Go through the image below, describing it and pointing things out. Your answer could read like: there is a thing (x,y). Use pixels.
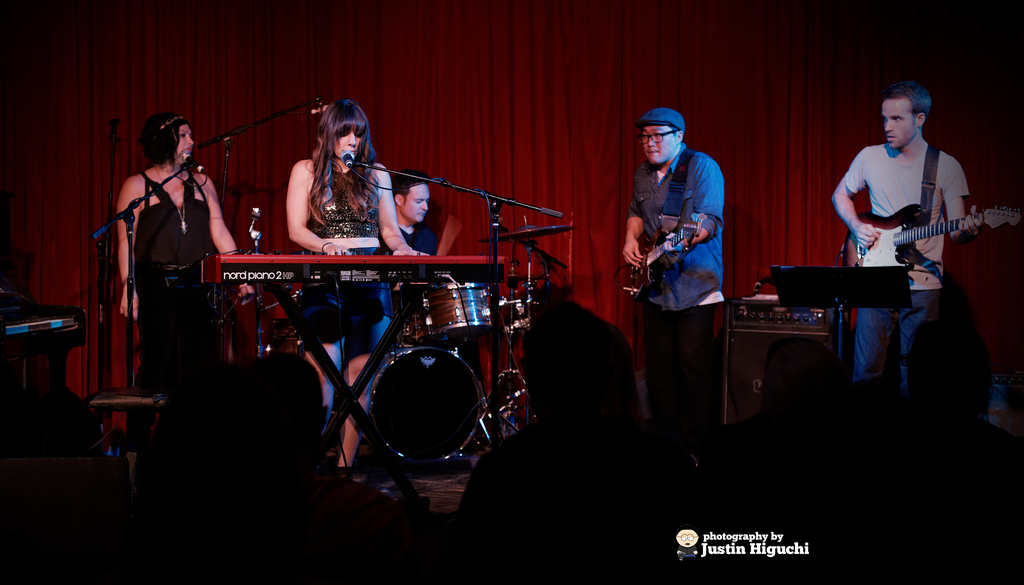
In the image we can see there are people (183,269) who are standing on the stage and two people (859,235) are holding guitar (887,226) in their hand (875,235) and a woman (374,238) is playing keyboard (345,267) and at the back (422,249) there is a man (427,251) who is playing the drums (449,331) and people (296,487) are watching the people (967,230) who are on stage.
